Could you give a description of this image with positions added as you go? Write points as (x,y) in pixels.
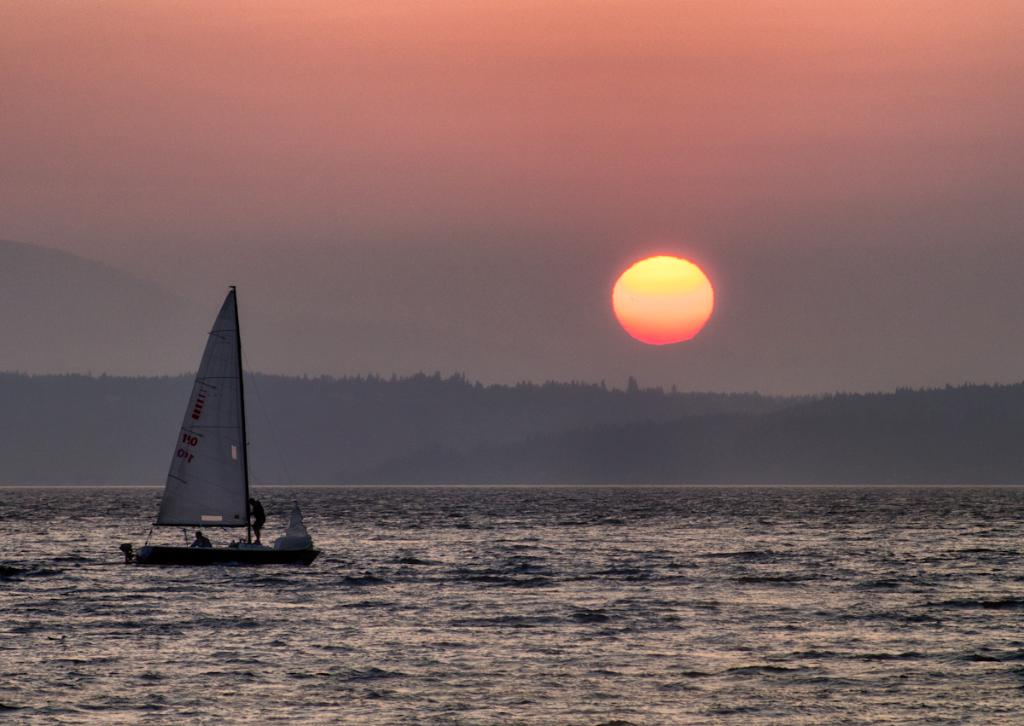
On the left side of the image (236,464) we can see a boat (240,516) on the water (313,599) and we can find few people (202,542) in the boat (212,496), in the background (291,464) we can see few trees (400,393) and the sun (652,313).
